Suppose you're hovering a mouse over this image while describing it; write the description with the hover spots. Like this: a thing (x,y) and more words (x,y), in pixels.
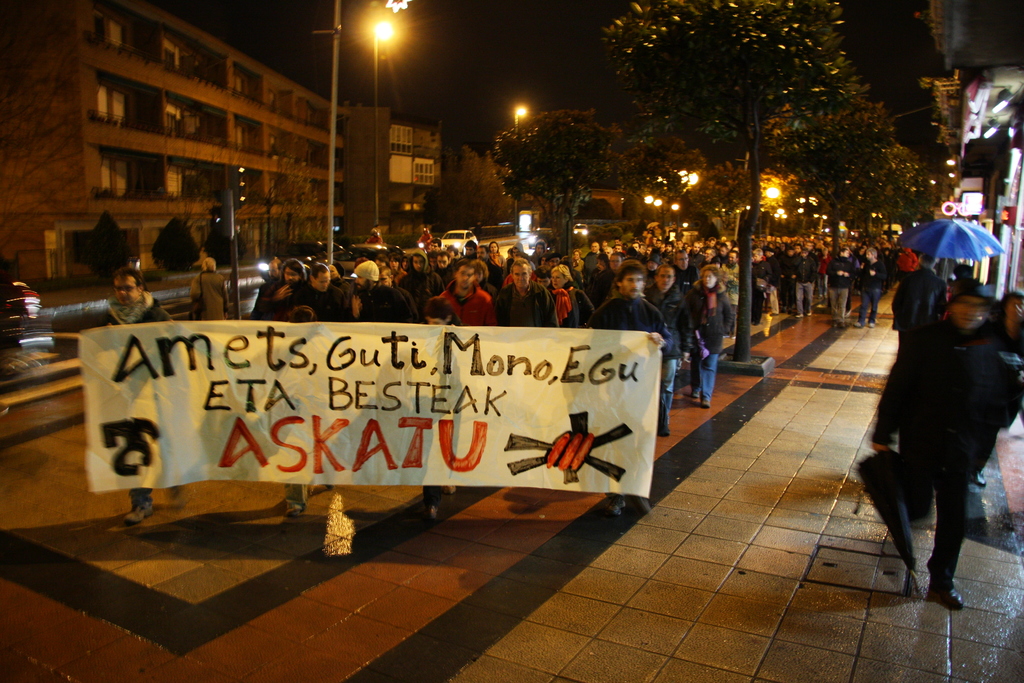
In this picture there are people (770,241) in the center of the image (517,361), by holding posters (151,400) in their hands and there are buildings (118,155) and trees (549,169) in the background area of the image (285,150), there are poles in the image and there are shops (1011,130) on the right side of the image (975,261), it seems to be a march.
